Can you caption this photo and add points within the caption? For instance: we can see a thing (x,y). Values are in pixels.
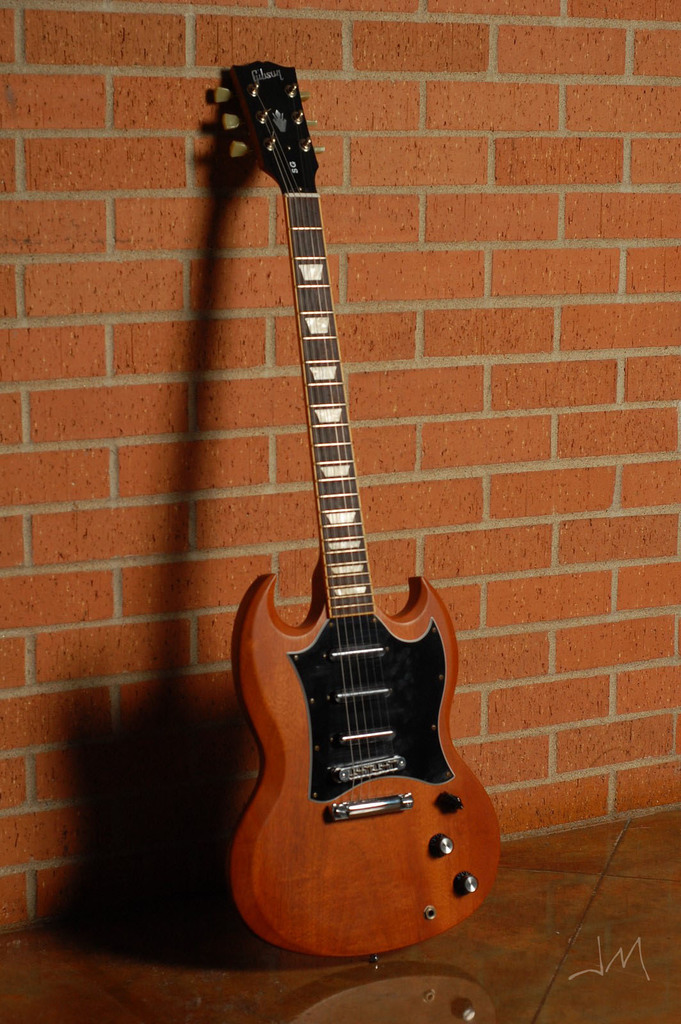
There is a guitar (367,622) placed on the floor (546,881) and the background wall (101,350) is brick (383,337) in color.
